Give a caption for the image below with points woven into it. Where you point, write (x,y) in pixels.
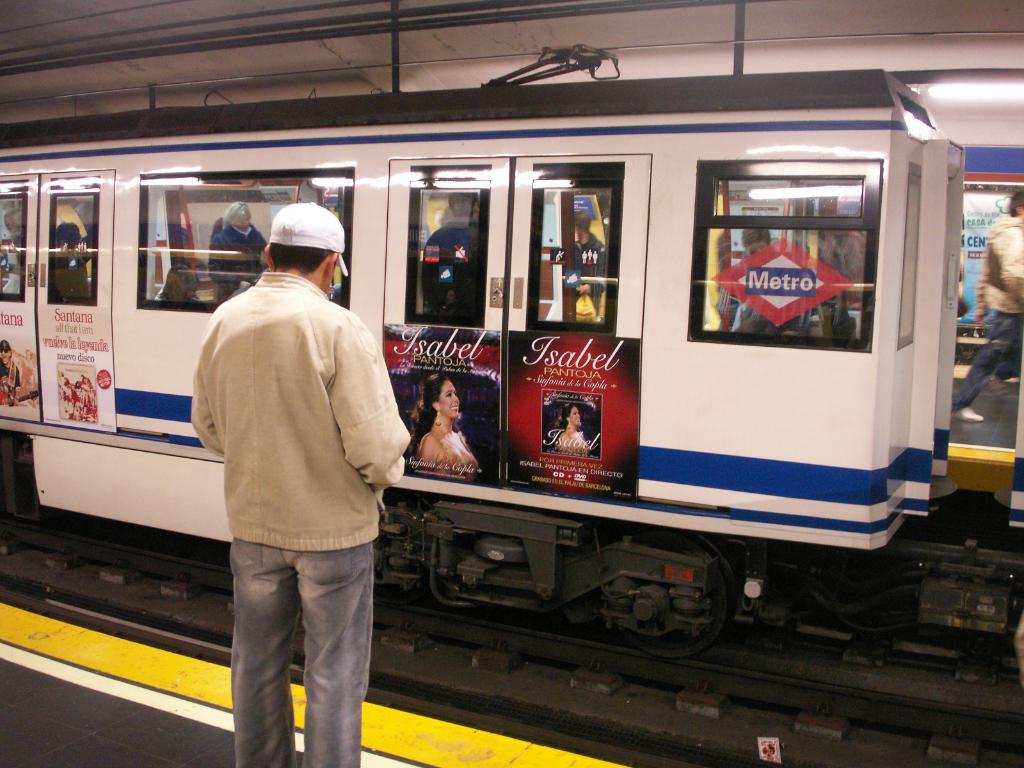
In this picture there is a man (301,474) who is wearing cap (288,241), jacket (321,510) and jeans (321,669). He is standing on the platform (123,717). In front of him there is a white color train (670,380) on the railway track (773,684). Inside the train (608,230) I can see many peoples (453,265) were standing and sitting. On the doors (554,369) I can see the posters (611,403). Behind the train (733,428) I can see some people (1003,267) were standing on the other platform (990,395). In the top right corner (1007,99) there is a tube light (965,89) which is placed on the roof (956,64) of a shed (908,19).
